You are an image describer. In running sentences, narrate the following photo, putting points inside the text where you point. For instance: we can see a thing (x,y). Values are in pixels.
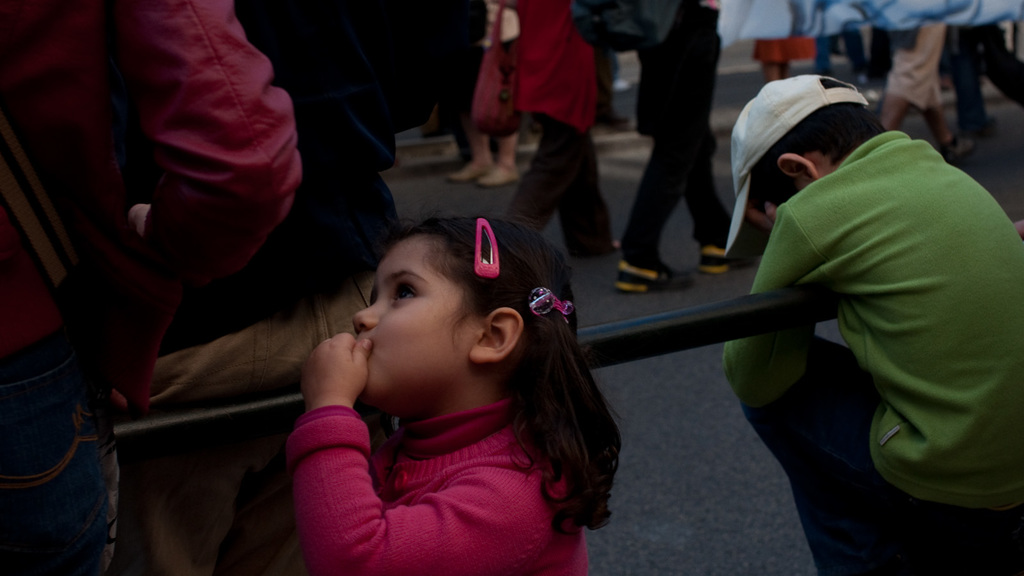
In this picture we can see a group of people (955,43) where some are standing at rod (817,317) and some are walking on the road (611,206).
